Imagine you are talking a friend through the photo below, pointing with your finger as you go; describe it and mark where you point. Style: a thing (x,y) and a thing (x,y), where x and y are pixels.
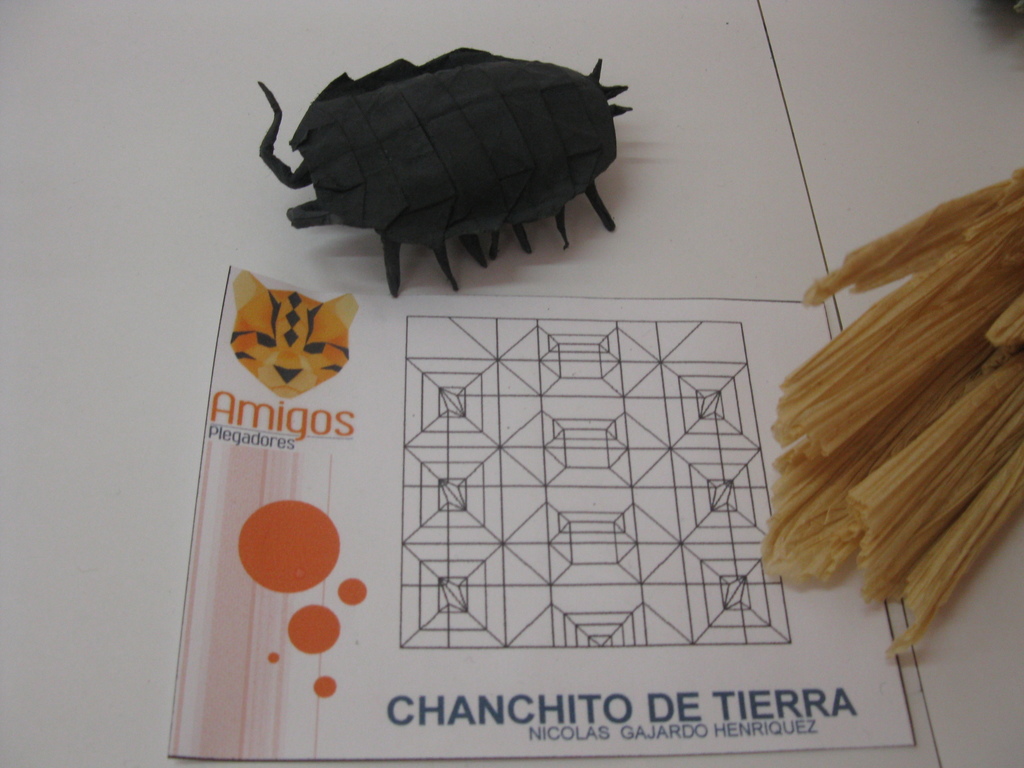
In the picture we can see a white surface (105,359) on it, we can see a white paper (288,545) with some drawings (483,529) on it and besides we can see an artificial bug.
